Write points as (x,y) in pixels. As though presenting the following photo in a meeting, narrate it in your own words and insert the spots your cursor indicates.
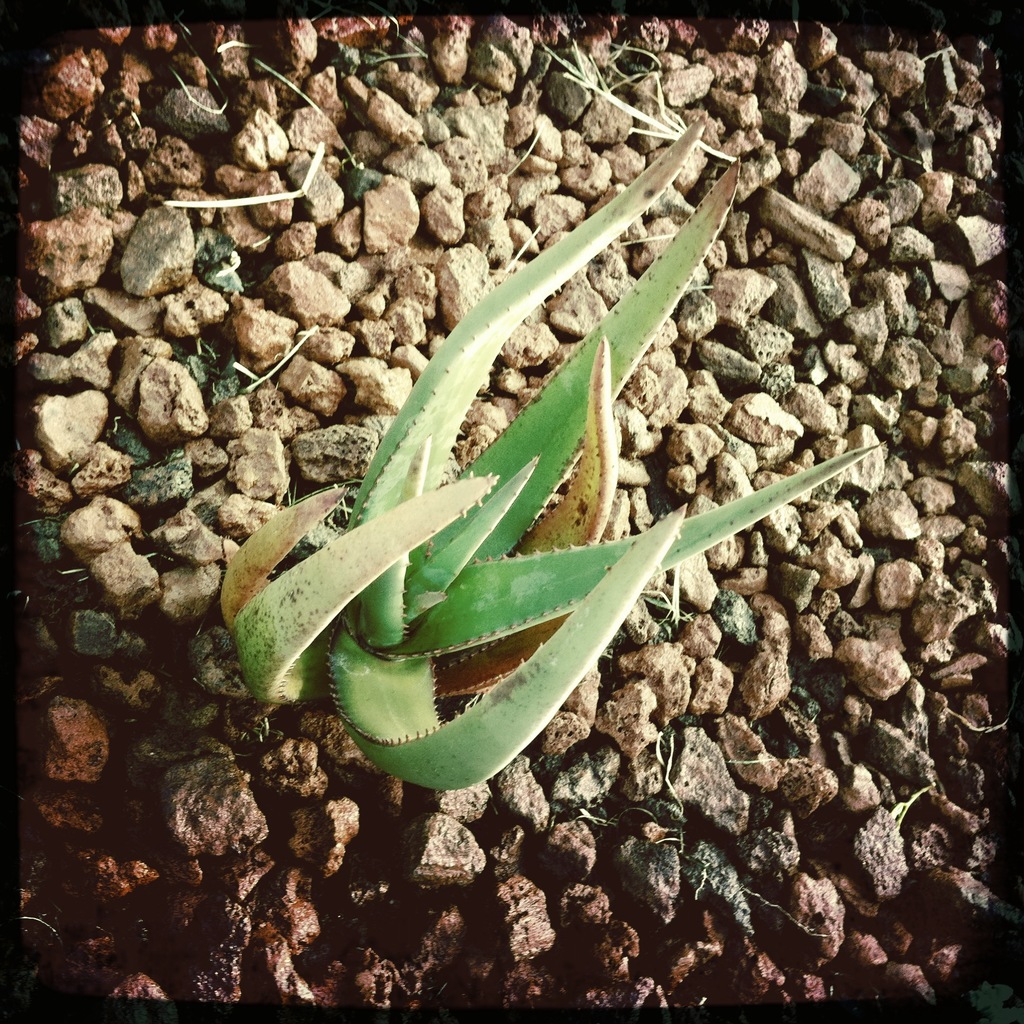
In the image there is an aloe vera plant (449,370) in between the stones (616,257).
